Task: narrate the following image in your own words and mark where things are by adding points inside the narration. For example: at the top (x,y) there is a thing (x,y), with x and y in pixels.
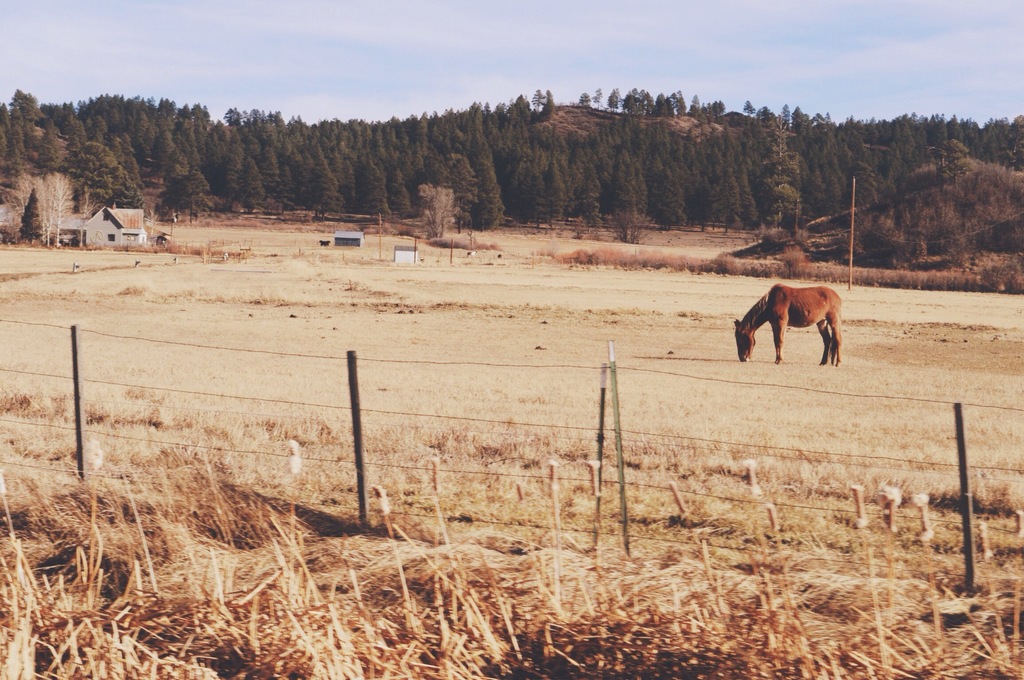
In front of the image there is grass (471,567) on the surface (146,328). There is a metal fence (910,396). There is a horse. There are wooden poles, houses (79,217). In the background of the image (417,155) there are trees (743,175). At the top of the image (538,26) there is sky (411,10).
